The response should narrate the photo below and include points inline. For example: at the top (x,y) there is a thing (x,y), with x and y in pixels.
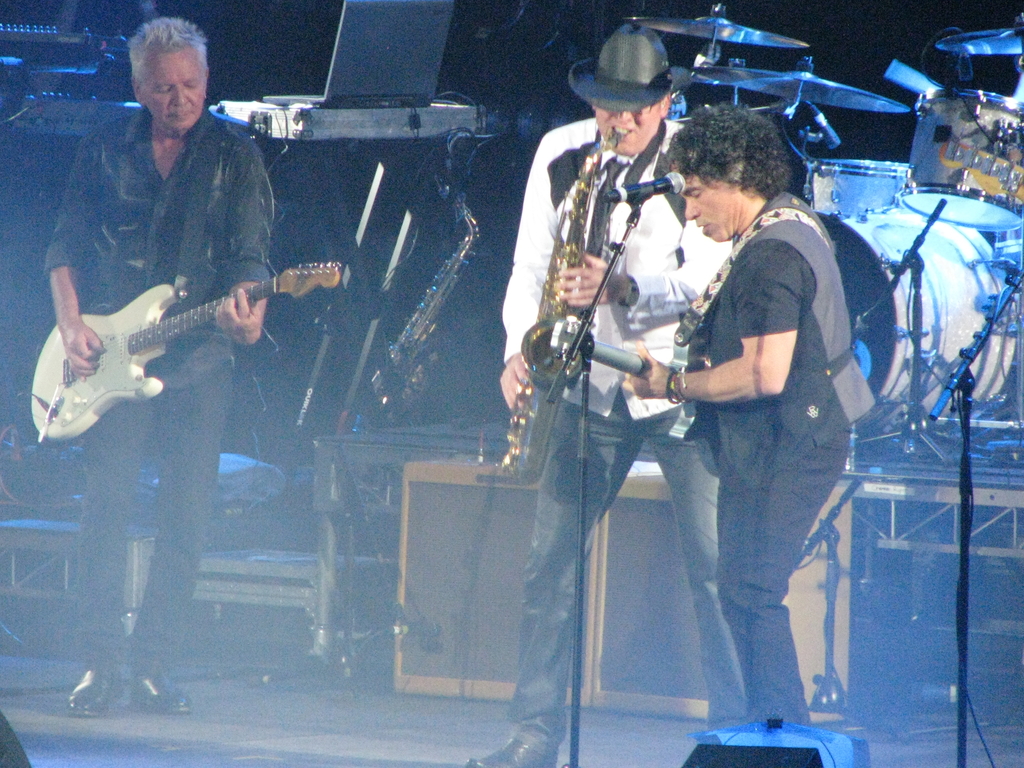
In the image there are three men (574,286) playing guitar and saxophone (559,312) on mic (639,196). In the background (902,252) there are many musical instruments (923,349) on the right side (946,236) there is a drum kit (962,138) and on the middle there is a speaker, it seems to be a concert.
